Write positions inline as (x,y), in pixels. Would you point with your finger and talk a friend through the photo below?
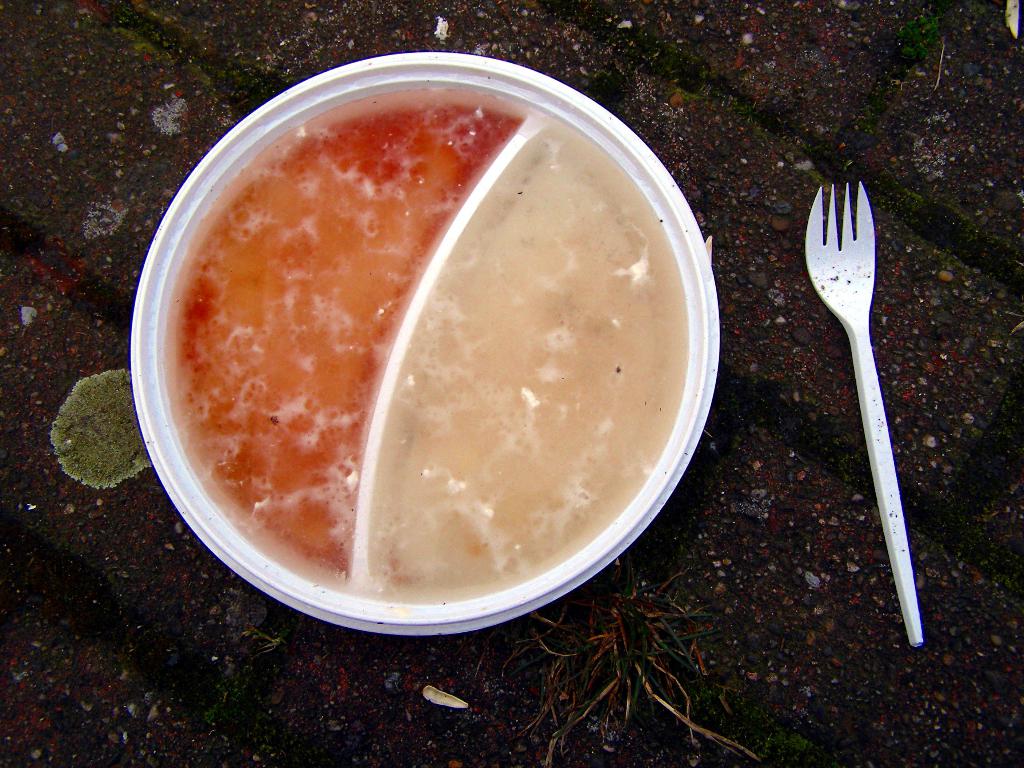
In this picture we can see a white colored partitioned bowl (144,315). And some of the food (304,257) is in red color. And besides to that there is a fork (850,266).
